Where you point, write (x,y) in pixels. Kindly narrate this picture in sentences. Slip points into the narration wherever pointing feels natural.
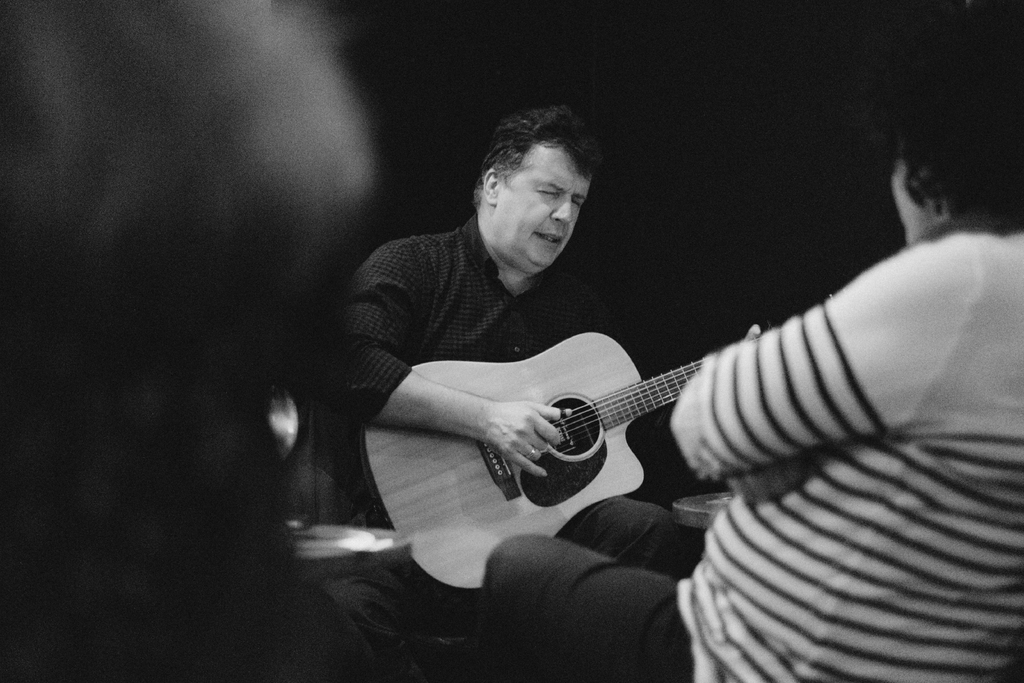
In this picture we can see man (494,319) sitting and playing guitar (546,391) with his hand (510,433) and singing and in front (171,394) two persons (790,495) sitting and looking at him.
